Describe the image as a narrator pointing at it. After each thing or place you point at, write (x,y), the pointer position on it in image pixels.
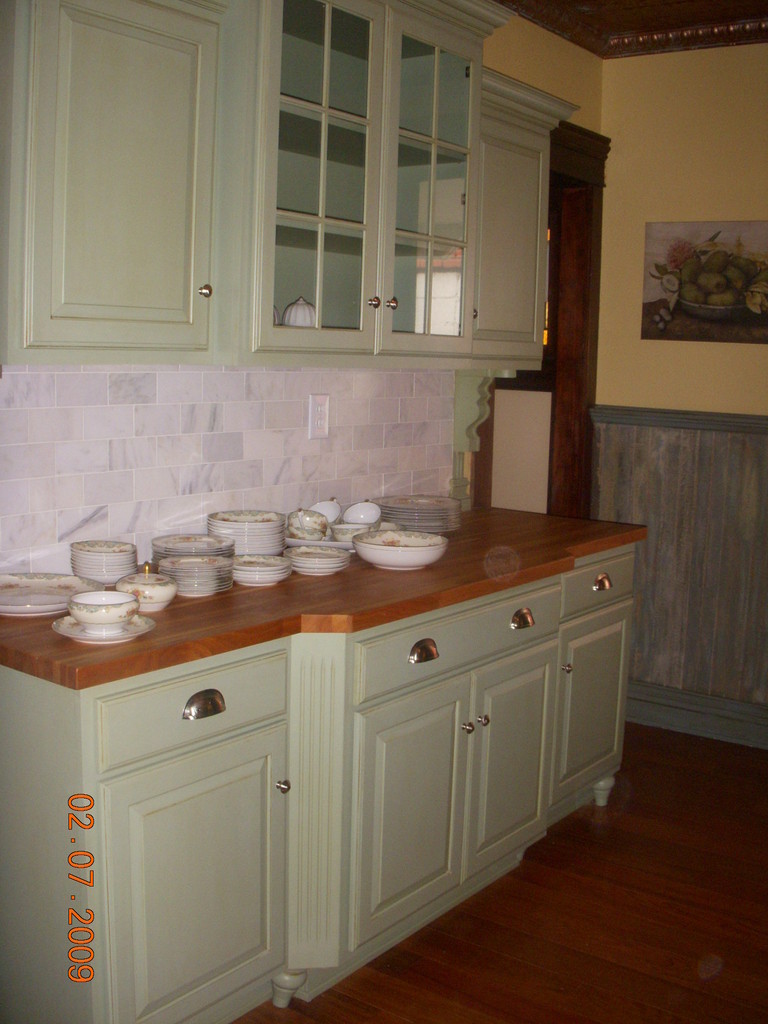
In this image I can see a kitchen cabinet (371,740) on which plates (130,638), bowls (142,580) are kept. In the background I can see a wall painting (684,327), window (415,313) and a rooftop (630,21). This image is taken may be in a room (684,428).
